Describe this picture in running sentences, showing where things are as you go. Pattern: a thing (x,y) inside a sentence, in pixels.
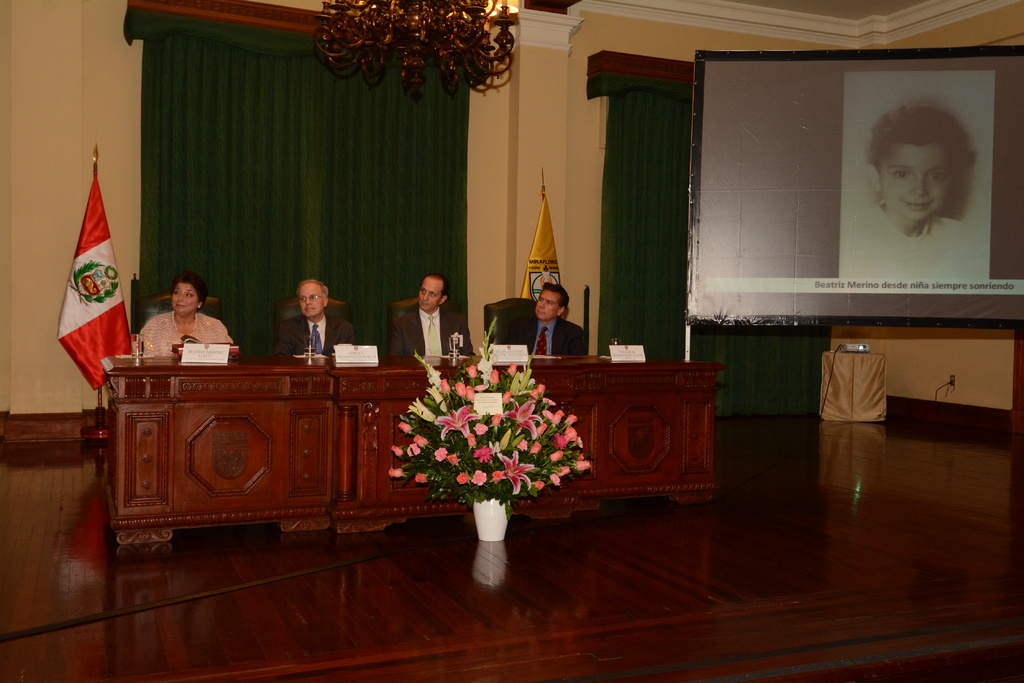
This 4 persons (429,345) are sitting on chair (497,336). In-front of this 4 persons (165,337) there is a table (288,388). On floor (641,571) there is a bouquet (486,419) with card (485,403). Beside this woman (187,308) there is a flag (91,283). Curtain (632,185) is in green color. Banner (861,270) of a kid (957,177). On a table (840,363) there is a projector (855,345).
